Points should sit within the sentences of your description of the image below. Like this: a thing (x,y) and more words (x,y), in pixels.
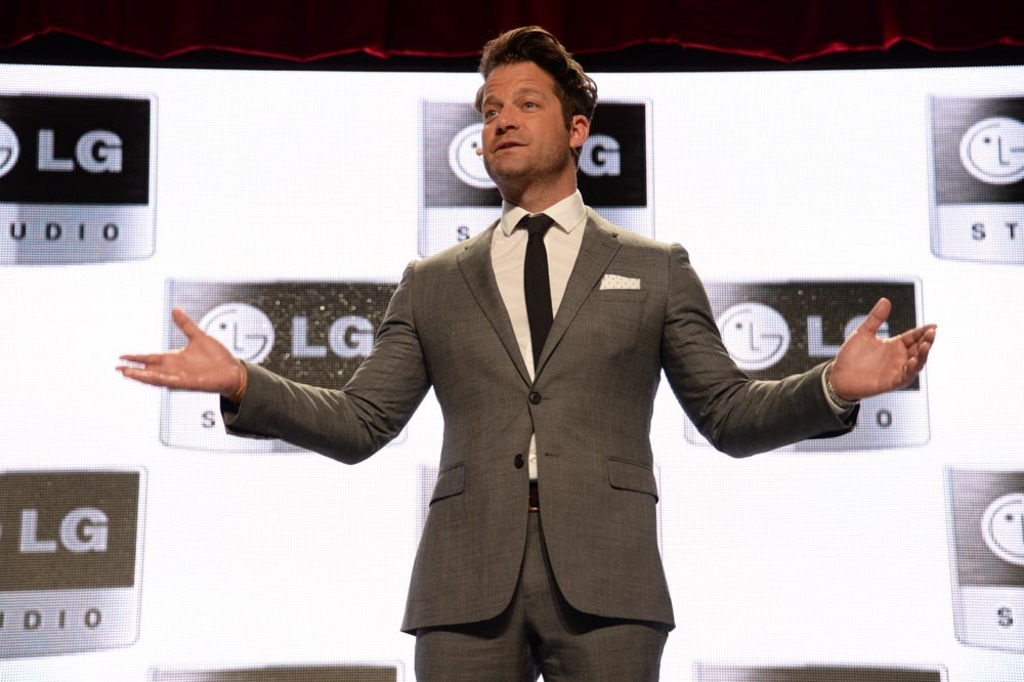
In the picture I can see a man (482,679) in the middle of the image (420,280) and he is speaking on a microphone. He is wearing a suit (583,323) and a tie (541,301). In the background (339,242), I can see the screen (303,147). There is a red color curtain (456,46) at the top of the image (557,10).
